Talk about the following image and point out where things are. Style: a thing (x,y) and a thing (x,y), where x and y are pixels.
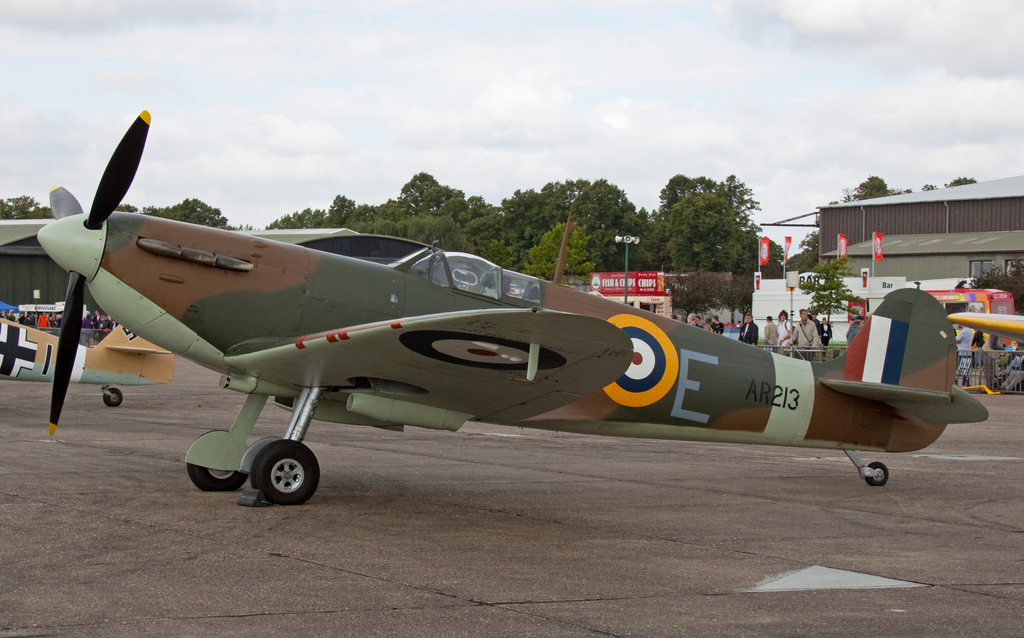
In this image we can see the planes (458,418) on the ground (486,509). We can also see a group of people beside a fence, some plants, poles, buildings (636,296), a board (661,291) with some text (648,290) on it, a group of trees (586,275) and the sky (503,138) which looks cloudy.
